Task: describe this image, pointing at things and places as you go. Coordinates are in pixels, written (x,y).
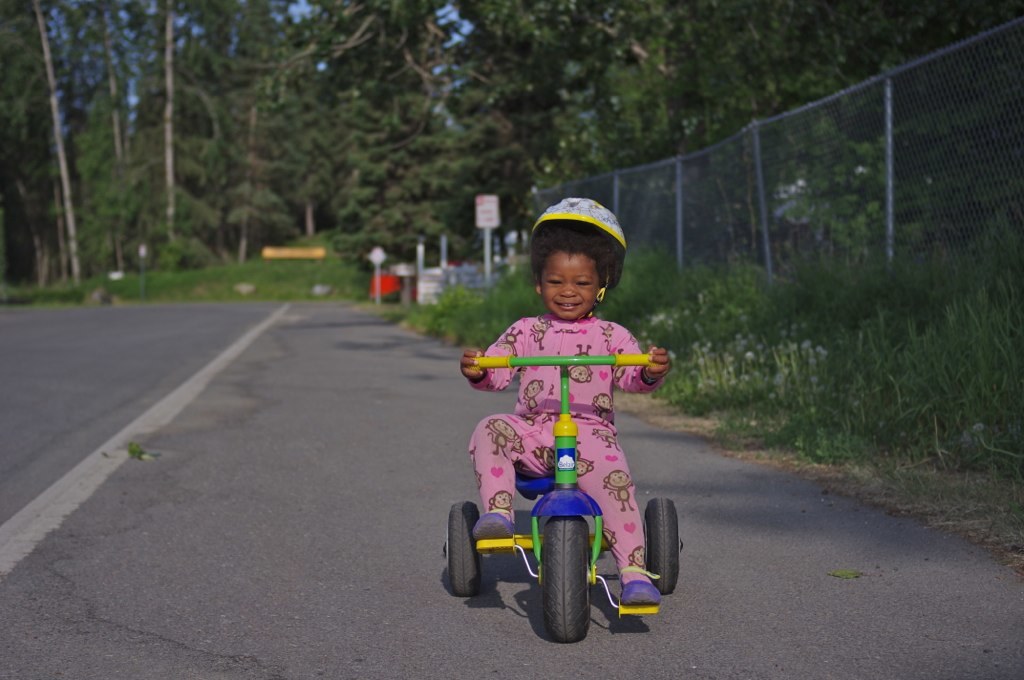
This picture is clicked outside. On the right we can see a kid (577,237) wearing pink color dress (594,345), smiling and riding a bicycle (662,549). In the background (382,138) we can see the trees (364,94), mesh (801,167), metal rods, plants (456,322), grass (308,278) and some other objects (488,237).
